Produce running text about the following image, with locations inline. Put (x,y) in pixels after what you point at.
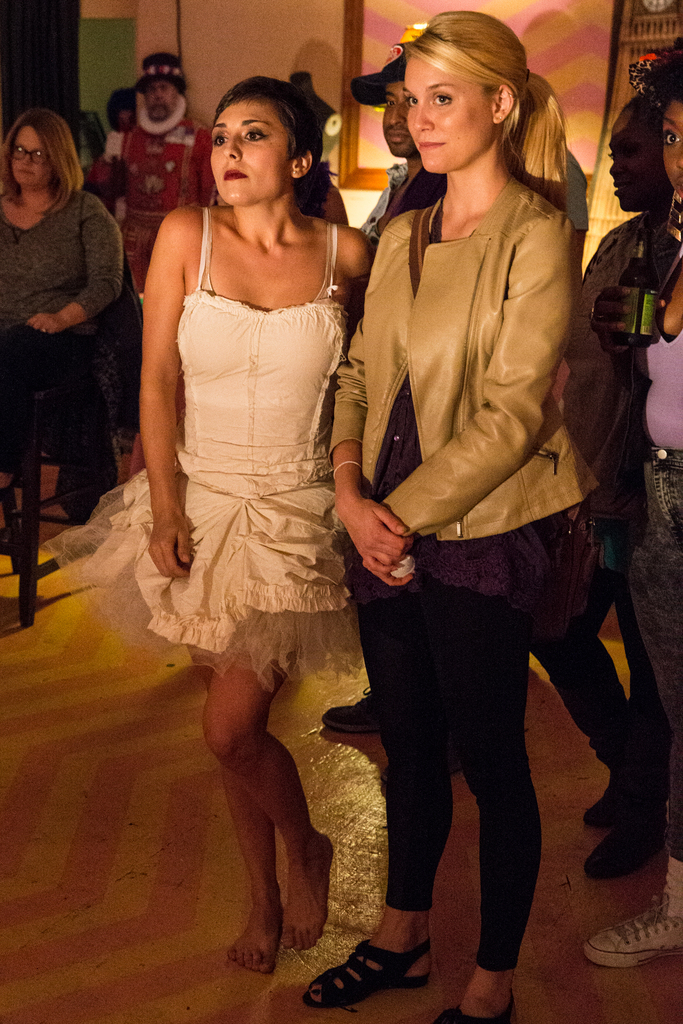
In the center of the image (268,382) there are two ladies (474,785) standing. In the background of the image (126,229) there are people (122,152). There is a wall (202,55). At the bottom of the image (112,959) there is floor (98,951).
